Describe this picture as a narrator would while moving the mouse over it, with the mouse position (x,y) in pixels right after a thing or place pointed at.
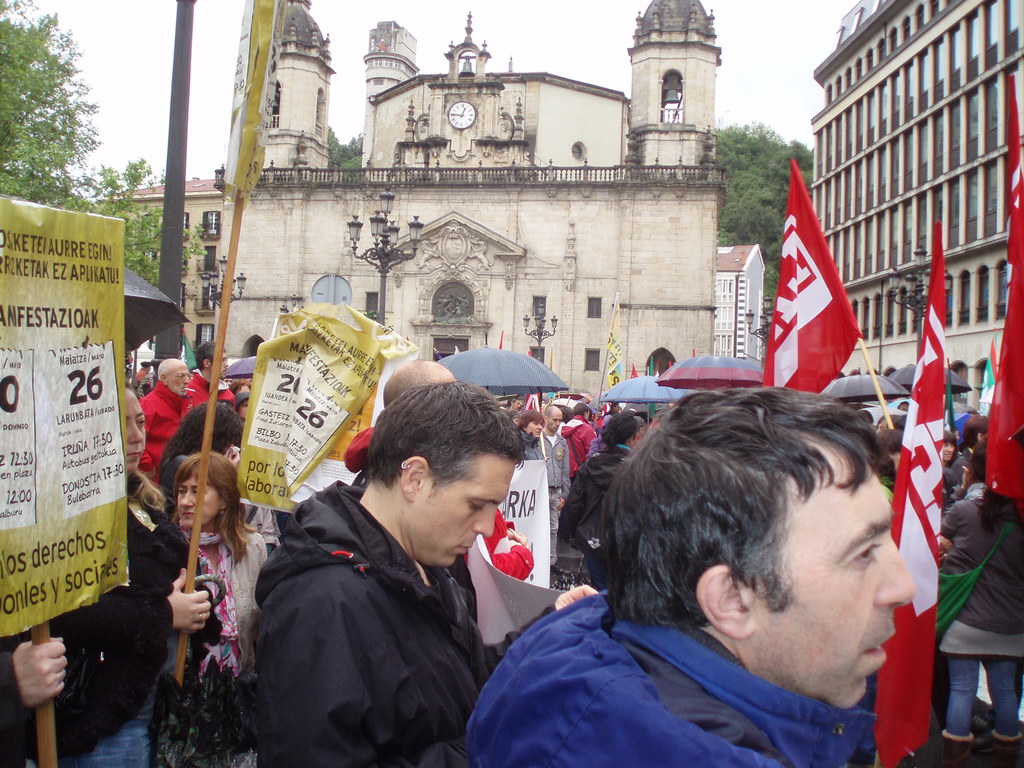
This image is clicked on the road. There are many people (231,528) standing on the road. They are holding flags (844,363), placards (276,409) and umbrellas (517,366) in their hands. In the background (646,172) there are buildings (817,191). There are street light poles (389,232) in front of the buildings (259,242). There is a clock (469,107) on the wall (479,130) of the building (490,130). Behind the buildings (712,151) there are trees (767,161). At the top (360,50) there is the sky (581,25).
